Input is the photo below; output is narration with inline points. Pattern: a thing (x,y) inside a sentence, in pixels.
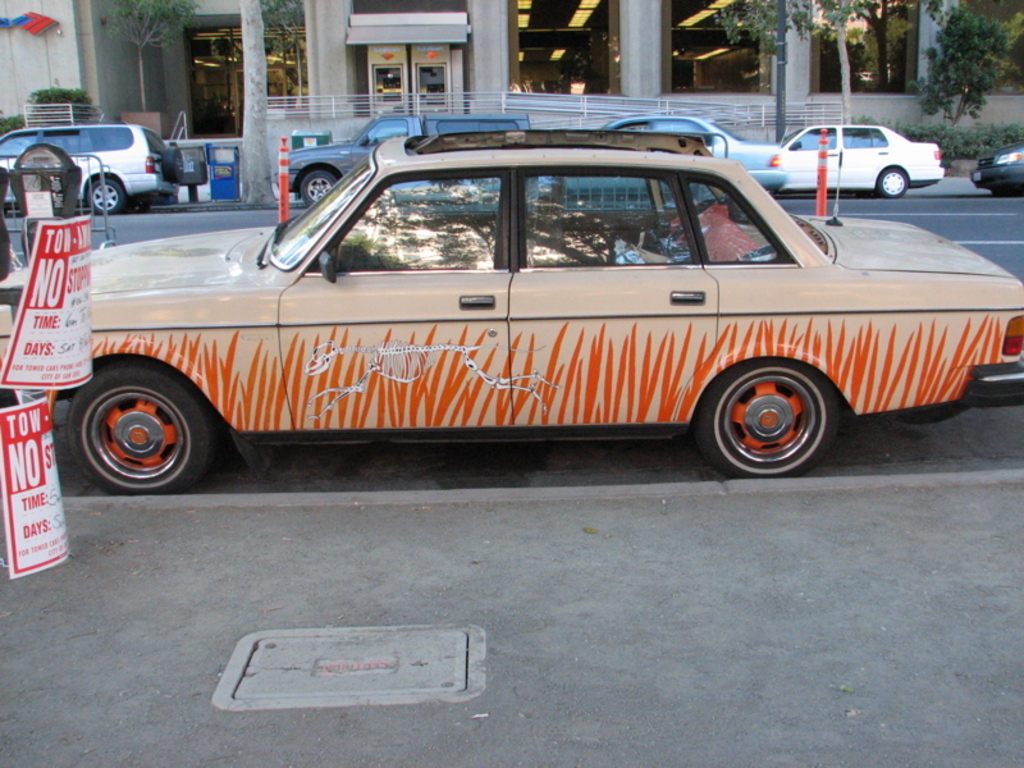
In the foreground (284,511) there are posters (56,296) and footpath (236,645). In the center of the picture (378,358) there are cars (547,170), road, an iron object (40,175) and some indicators (818,192). In the background (826,79) there are trees (983,70), plants (73,94), dustbin (298,146) and buildings (421,83).
